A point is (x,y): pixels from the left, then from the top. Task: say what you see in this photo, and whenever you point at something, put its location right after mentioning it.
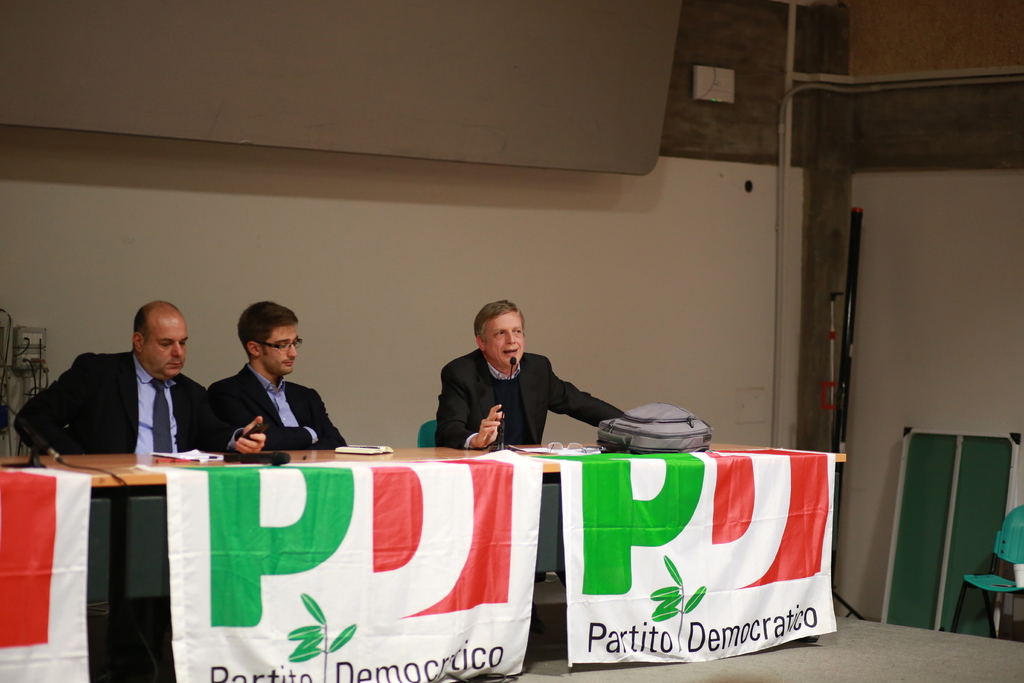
In this image we can see men (323,416) sitting on the chairs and a table (140,512) is placed in front of them. On the table (147,531) we can see mics (32,455), cables (86,466), papers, bag (623,449) and advertisements (273,562). In the background (826,81) there are pipelines (800,76) and planks (923,493) on the floor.
